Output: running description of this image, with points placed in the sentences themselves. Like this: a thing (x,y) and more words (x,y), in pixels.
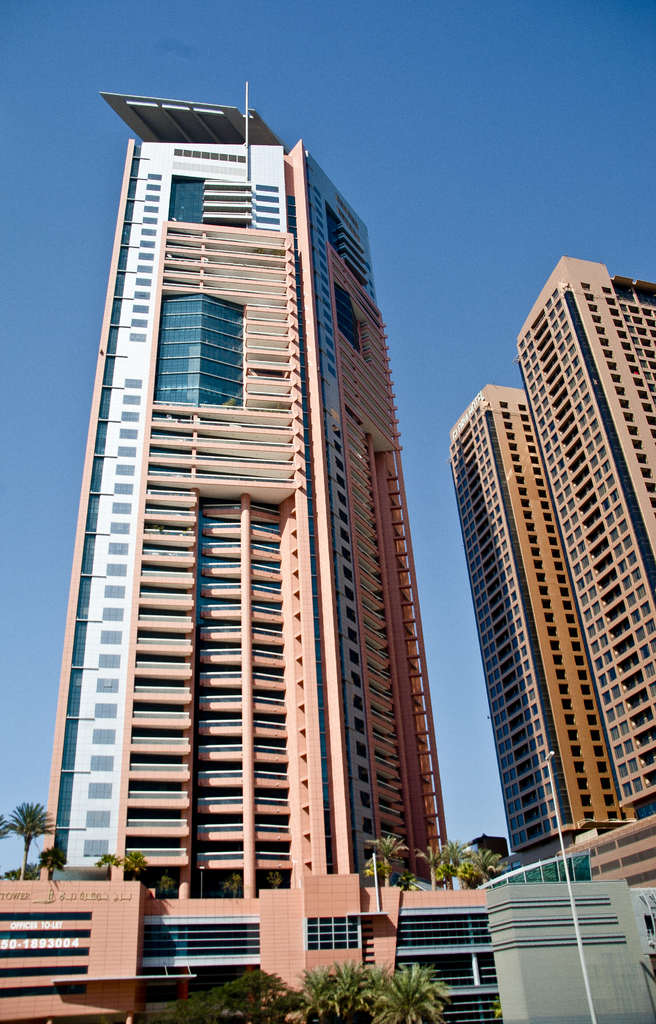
In this image, we can see some buildings (557,903), trees (464,878), poles (595,1017). We can also see the sky (651,126).
